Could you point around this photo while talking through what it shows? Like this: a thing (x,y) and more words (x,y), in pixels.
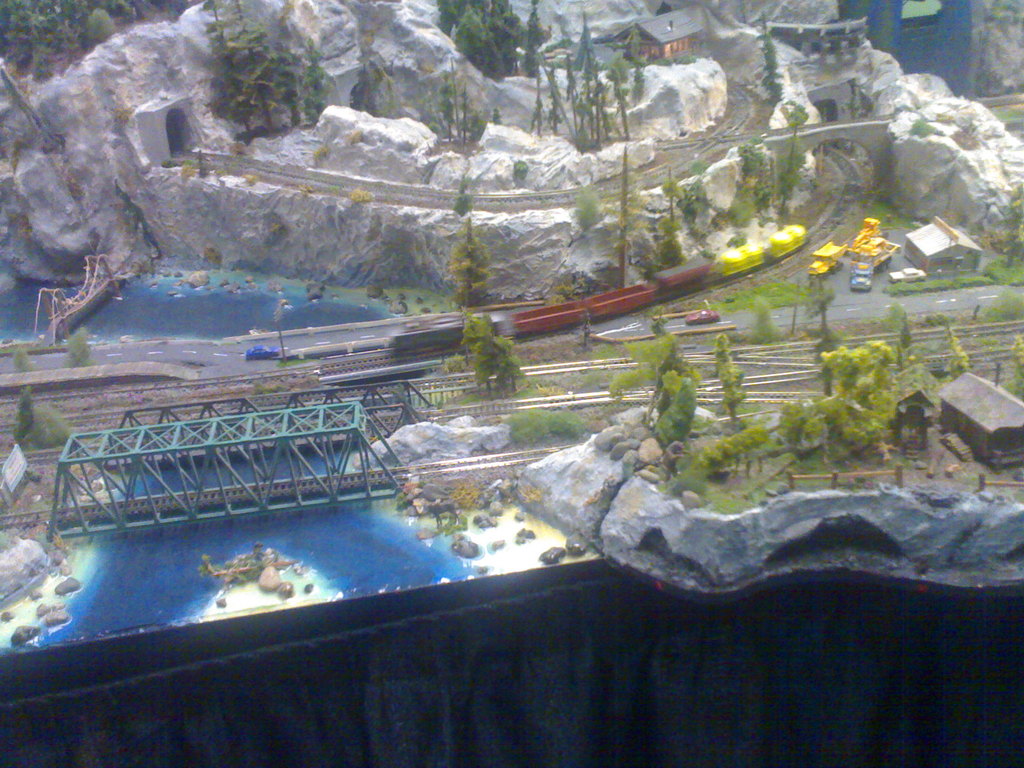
In this image we can see a model railway (596,363). In this image we can see trees (497,350), bridges (314,403), railway tracks (541,370), houses (954,390), sheds (945,241), vehicles (894,248), road (220,359), water (180,317), cave (173,136), trees (316,70) and hill (127,75).
